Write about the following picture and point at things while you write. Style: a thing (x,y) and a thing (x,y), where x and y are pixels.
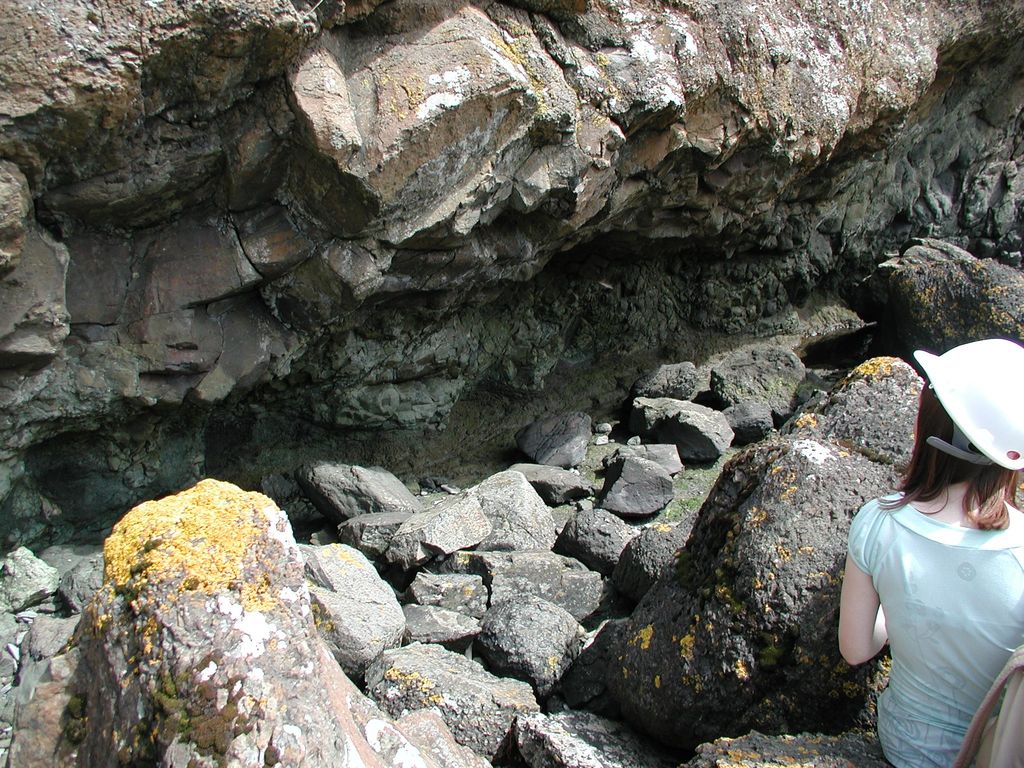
In the bottom right corner of the image (866,577) a person (953,377) is standing. In front of her there are some stones (698,373) and hill (360,25).
